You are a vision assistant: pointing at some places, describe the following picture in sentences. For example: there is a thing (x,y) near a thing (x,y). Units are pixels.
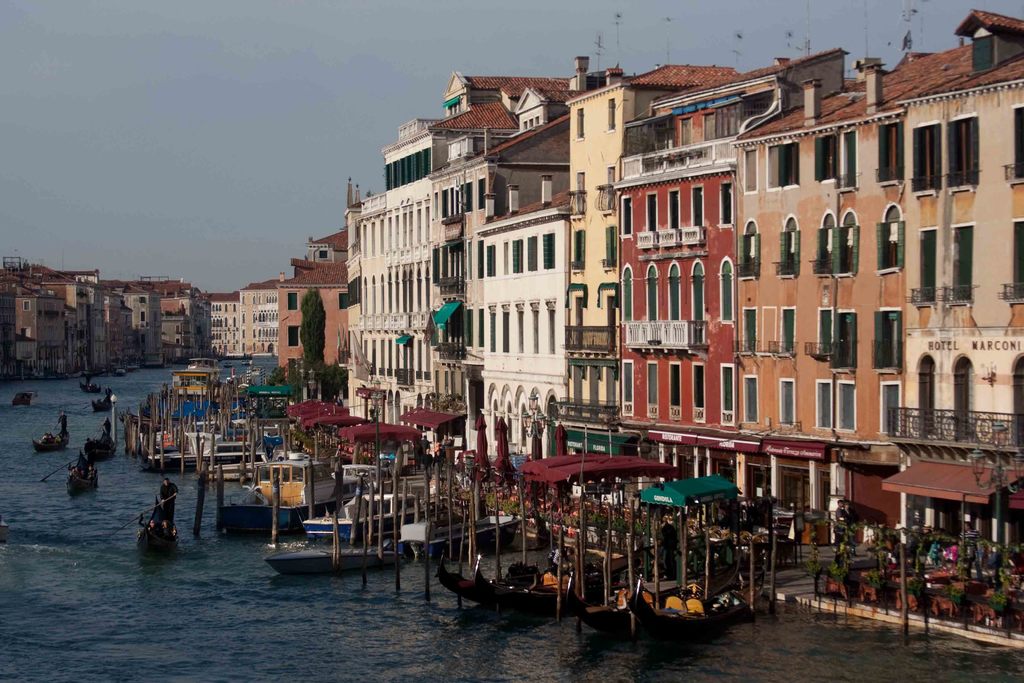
In this image on the right (756,357), there are many boats (507,527), people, buildings (696,469), trees (312,355). On the left (280,359) there are boats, some people (94,472), water (101,560), waves (44,535), buildings (126,325) and sky (140,203).
